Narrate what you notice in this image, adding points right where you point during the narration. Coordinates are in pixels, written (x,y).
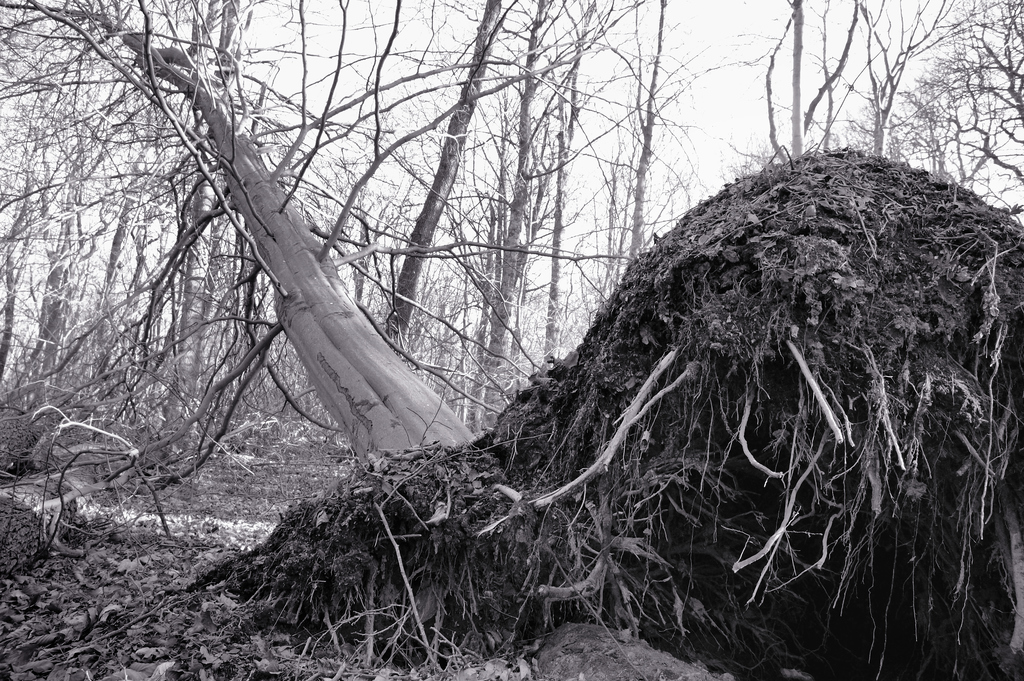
In this image I can see the roots (720,479) and many trees (346,221). In the background (702,2) I can see the sky (593,132) and this is a black and white image.
